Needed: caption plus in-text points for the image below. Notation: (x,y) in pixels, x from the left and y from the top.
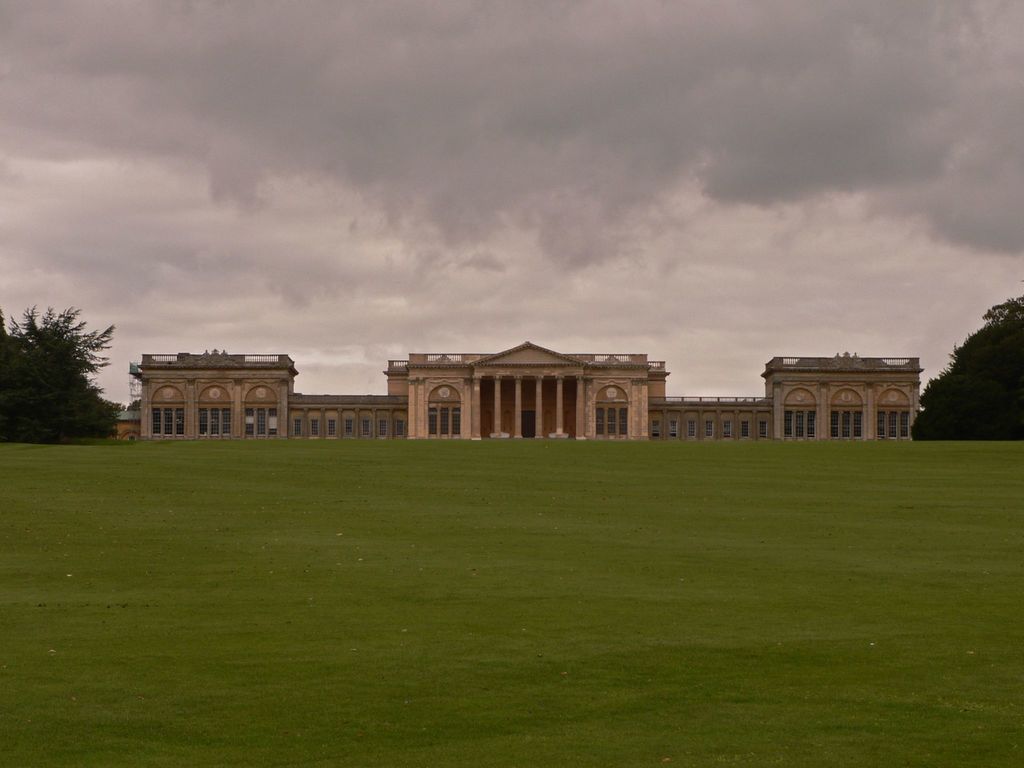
In this image we can see buildings (515,407), trees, ground (506,558) and sky (475,164) with clouds (579,164).
